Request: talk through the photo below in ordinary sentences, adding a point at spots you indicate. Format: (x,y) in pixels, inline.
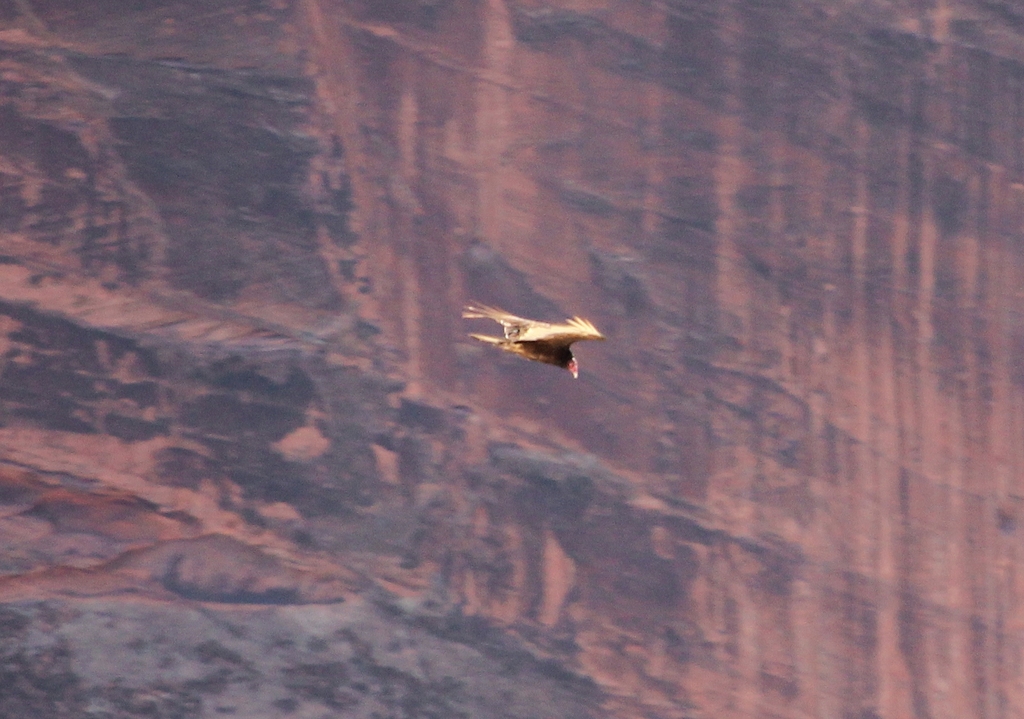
In this picture there is a bird (498,322) in the center (561,343). It is in brown in color. In the background (494,233) there is a rock hill (744,248).
